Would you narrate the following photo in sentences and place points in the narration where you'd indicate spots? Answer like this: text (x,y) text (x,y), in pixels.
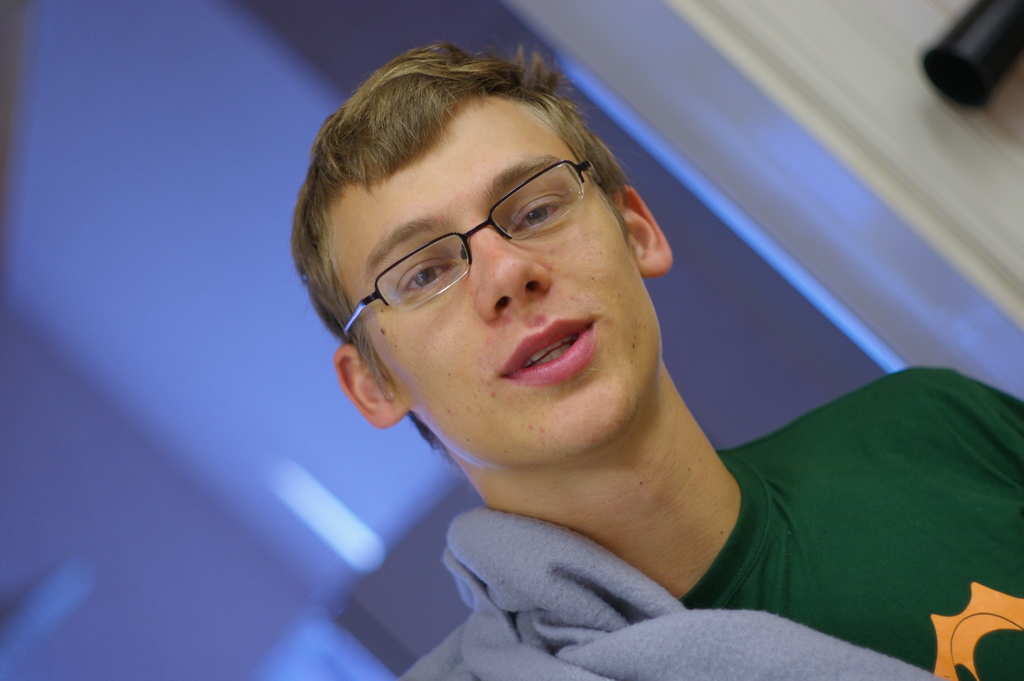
In the center of the image (526,265) we can see a man (562,302) wearing glasses (451,253) and there is a jacket (595,622). In the background (612,63) there is a door (860,74) and a wall (304,370).
